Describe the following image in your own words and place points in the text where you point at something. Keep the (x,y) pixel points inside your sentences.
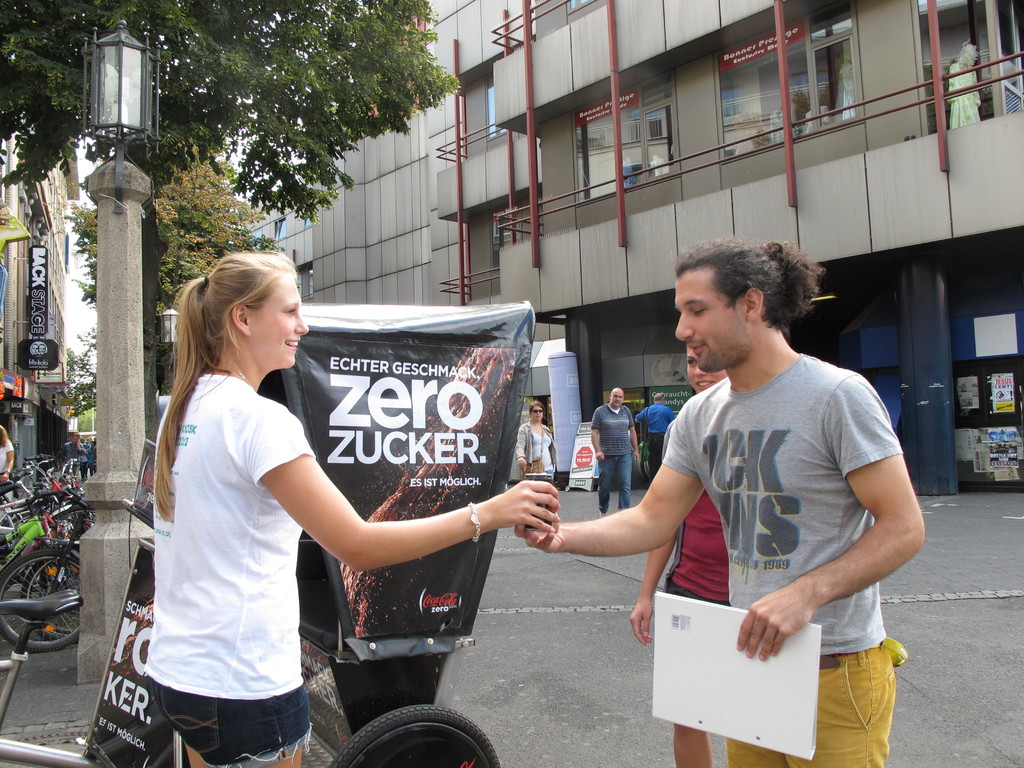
On the left side of the image (63,525) we can see bicycles (54,544) are parked. In the middle of the image (344,509) we can see a lady (241,606) where she is wearing a white color dress (286,613) and giving something to a man (588,528). On the right side of the image (780,608) we can see a person (803,562) holding a file (796,739) in his hand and taking something from the lady (354,524) and a building (980,322) is there.
